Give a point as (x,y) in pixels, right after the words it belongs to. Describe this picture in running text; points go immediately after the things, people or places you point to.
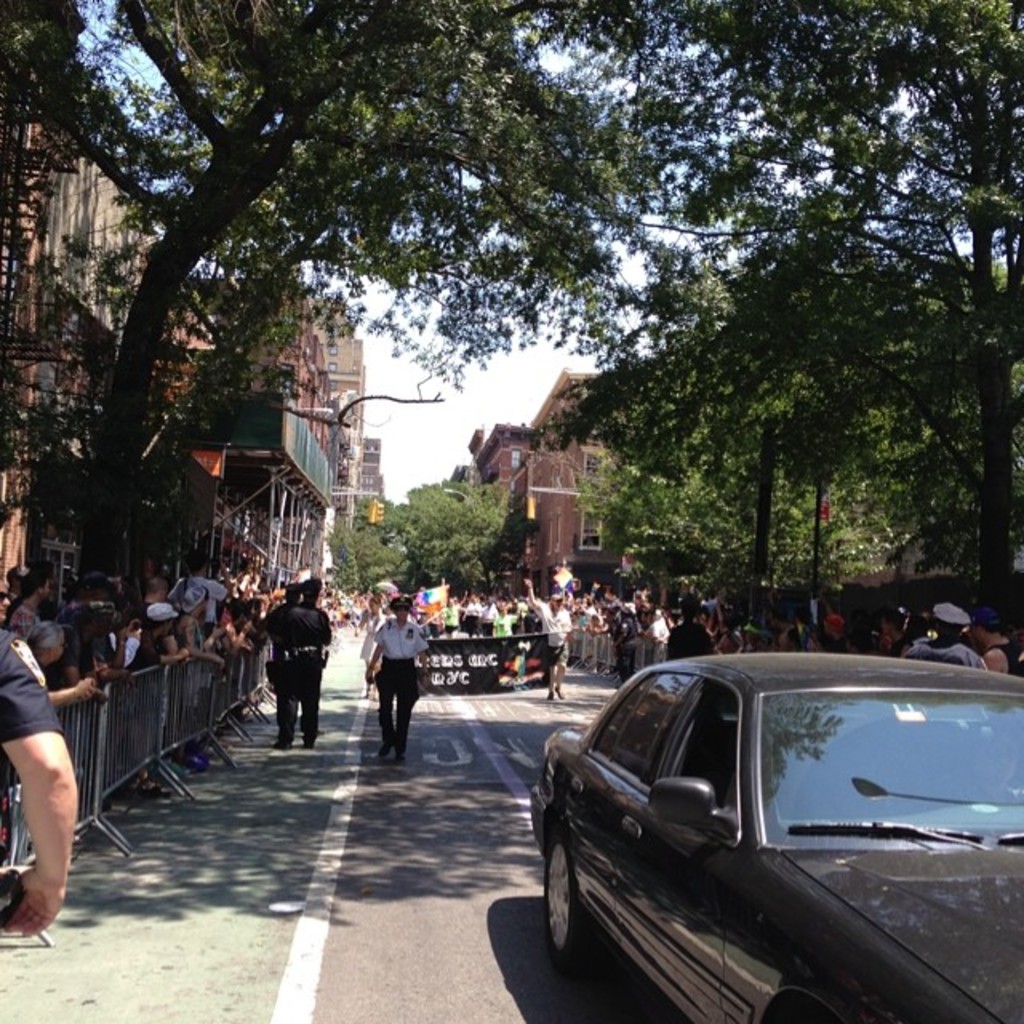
In the center of the image (411,673) we can see a group of people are walking on the road (466,705) and some of them are holding the flags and two people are holding a banner (522,659). In the background of the image (24,488) we can see the buildings (580,475), boards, trees (703,309) and a group of people (996,610) are standing. On the left side of the image (233,691) we can see the barricades (253,686). At the bottom of the image (413,882) we can see the road (351,865) and car (722,897). At the top of the image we can see the sky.
